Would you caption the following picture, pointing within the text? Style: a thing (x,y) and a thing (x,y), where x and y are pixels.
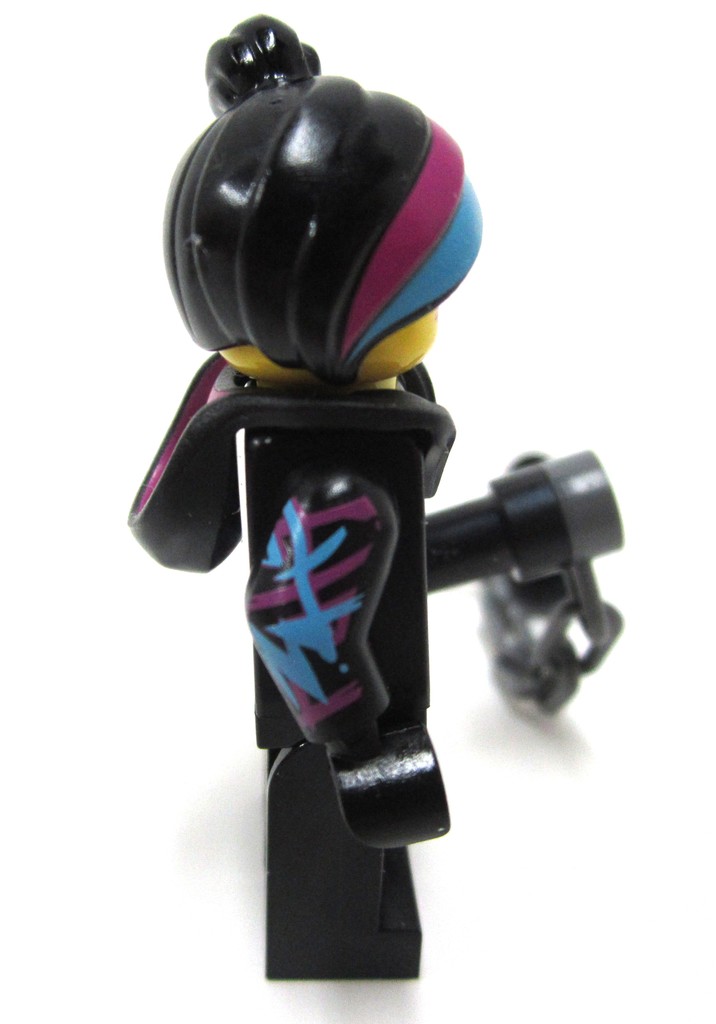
In this picture we can see a toy (545,544) and in the background (534,315) we can see white color.
